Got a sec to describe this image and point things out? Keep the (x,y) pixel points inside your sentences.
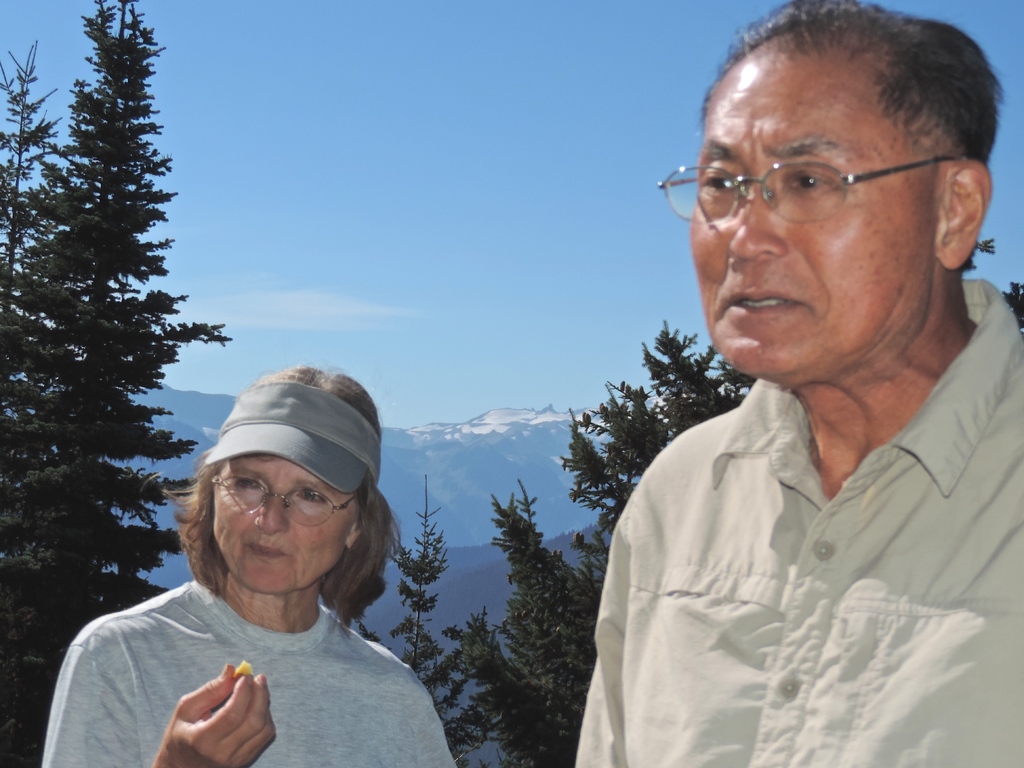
In this image there are two persons (404,669) standing, one of them is holding something in her hand (254,691). In the background (480,447) there are trees (570,445), mountains (479,473) and a sky (381,319).
